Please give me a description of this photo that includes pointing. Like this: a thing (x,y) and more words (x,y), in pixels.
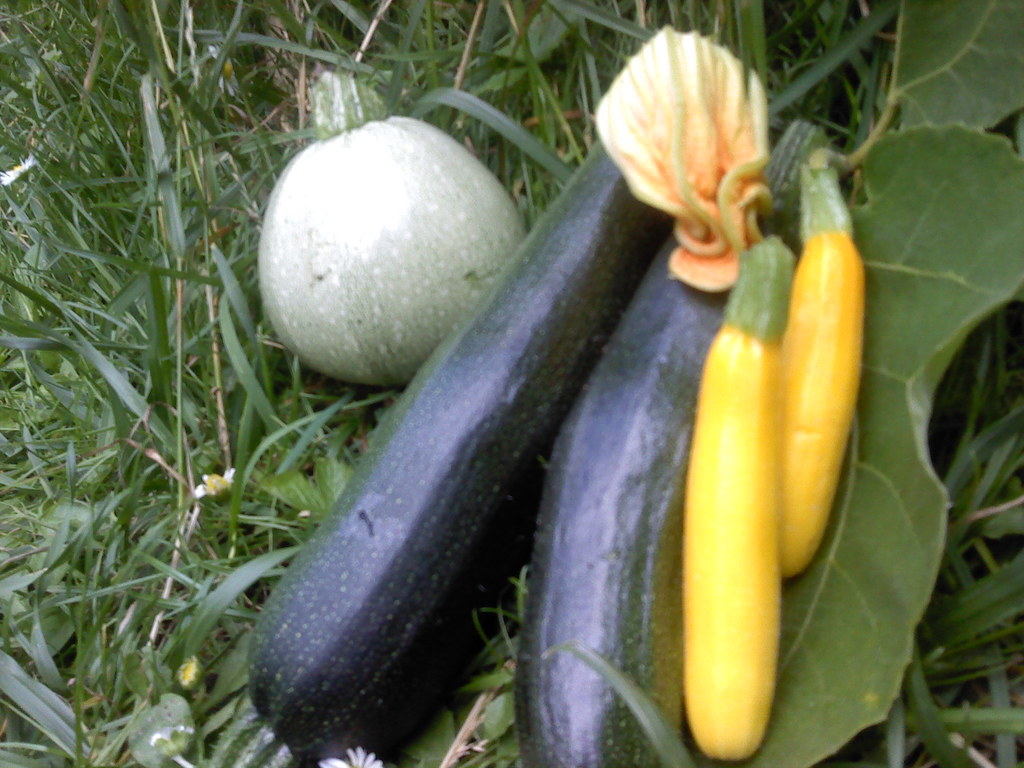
In this image we can see some vegetables (606,392) which are of different colors like yellow, black and green and at the background of the image (581,118) there are some leaves (75,686).
